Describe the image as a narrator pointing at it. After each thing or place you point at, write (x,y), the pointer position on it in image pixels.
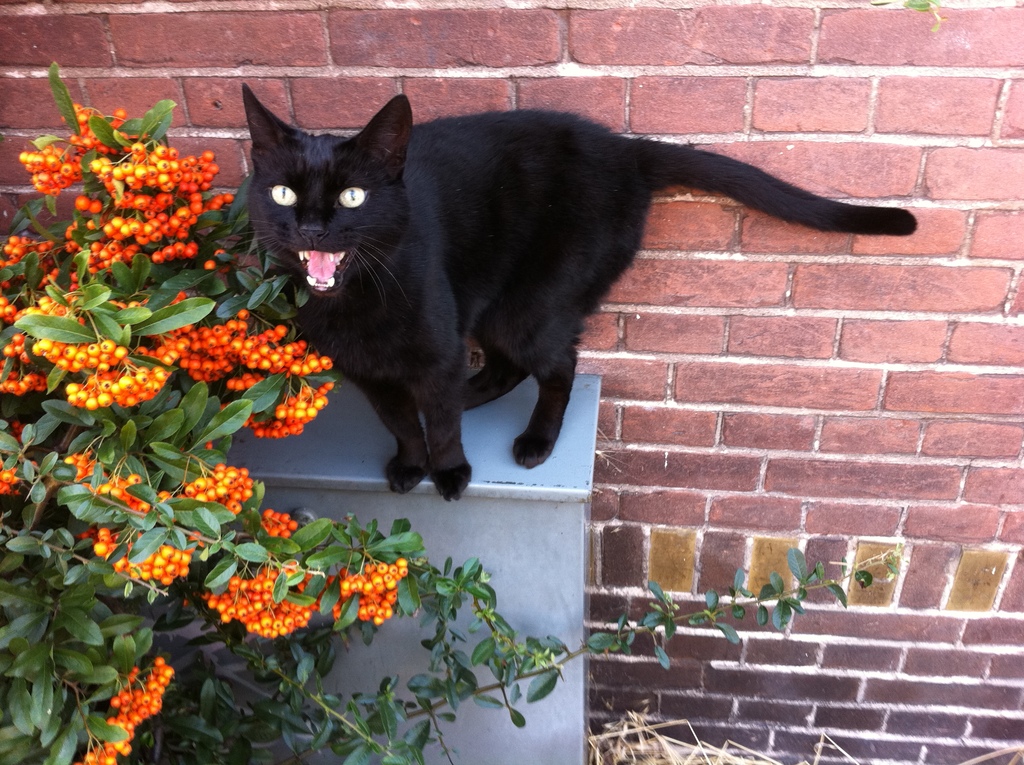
This image is taken outdoors. In the background (623,90) there is a wall (786,414). On the left side of the image (133,576) there is a plant (100,556) with leaves (167,418), stems (70,551) and fruits (74,176). In the middle of the image (428,490) there is a box (505,539) and there is a cat (424,335) on the box (529,625). The cat (501,306) is black in color.
